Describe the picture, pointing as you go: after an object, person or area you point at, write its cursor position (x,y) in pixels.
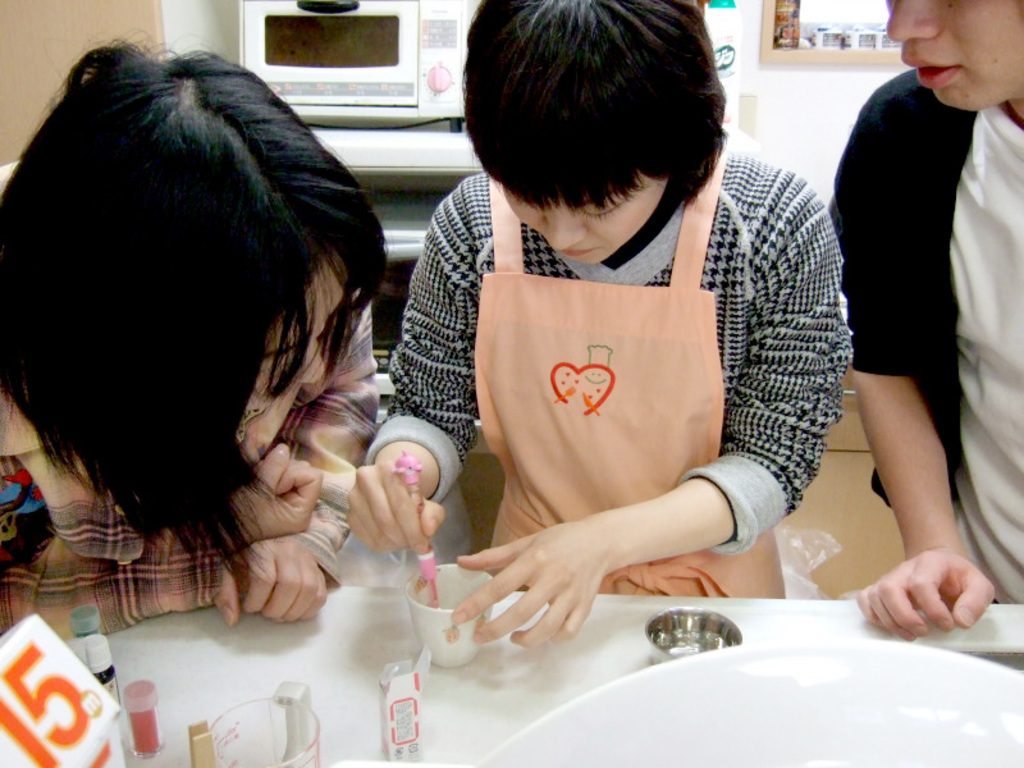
In this picture there is a person (623,346) wearing kitchen apron (621,418) is standing and holding a spoon (426,578) which is placed in a cup (458,581) in front of her which is placed on the table (499,642) and there are some other objects (277,728) on it and there are two persons (273,389) standing on either sides of her and there is a micro oven (349,58) and some other objects (834,42) in the background (415,79).
